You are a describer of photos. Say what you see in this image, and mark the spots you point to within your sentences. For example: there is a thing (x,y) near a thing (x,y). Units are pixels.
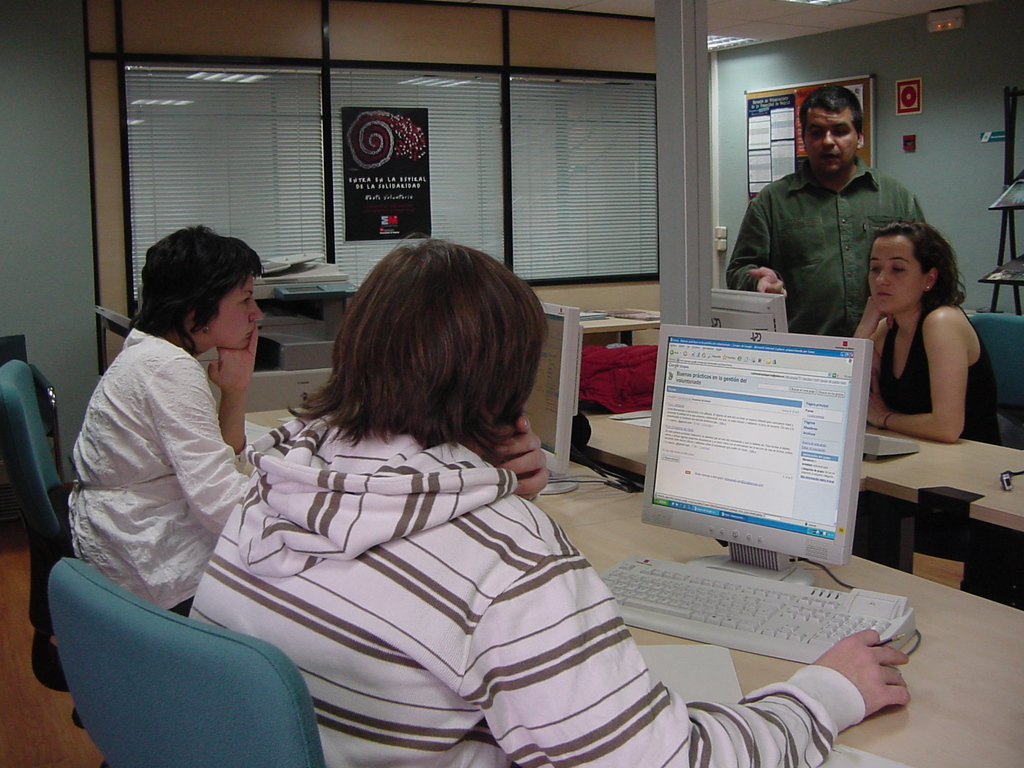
In this image I can see the computers (729,407) on the table (940,489). I can see some people (308,453). I can see the chairs (100,601). I can see some objects (314,273) on the table (942,687). In the background (408,154), I can see a board (396,170) with some text (401,186) written on it. I can see the window blinds (577,180). At the top (811,3) I can see the lights (716,48).
